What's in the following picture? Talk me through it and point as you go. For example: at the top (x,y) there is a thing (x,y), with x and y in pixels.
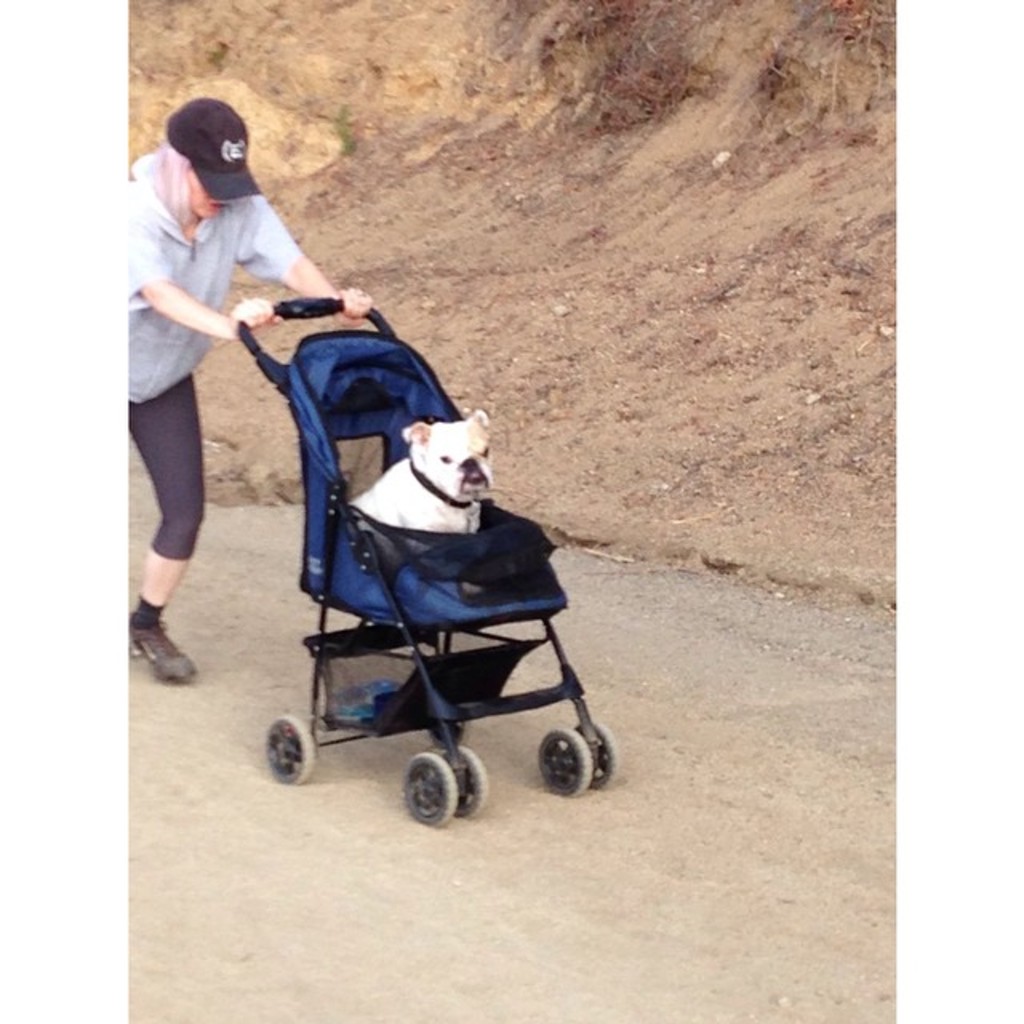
In this picture there is a person (253,262) walking and holding the baby traveler (462,815) and there is a dog (474,444) sitting on the baby traveler (321,526). At the back (450,234) there is mud (558,222). At the bottom (684,921) there is a road (652,812).
